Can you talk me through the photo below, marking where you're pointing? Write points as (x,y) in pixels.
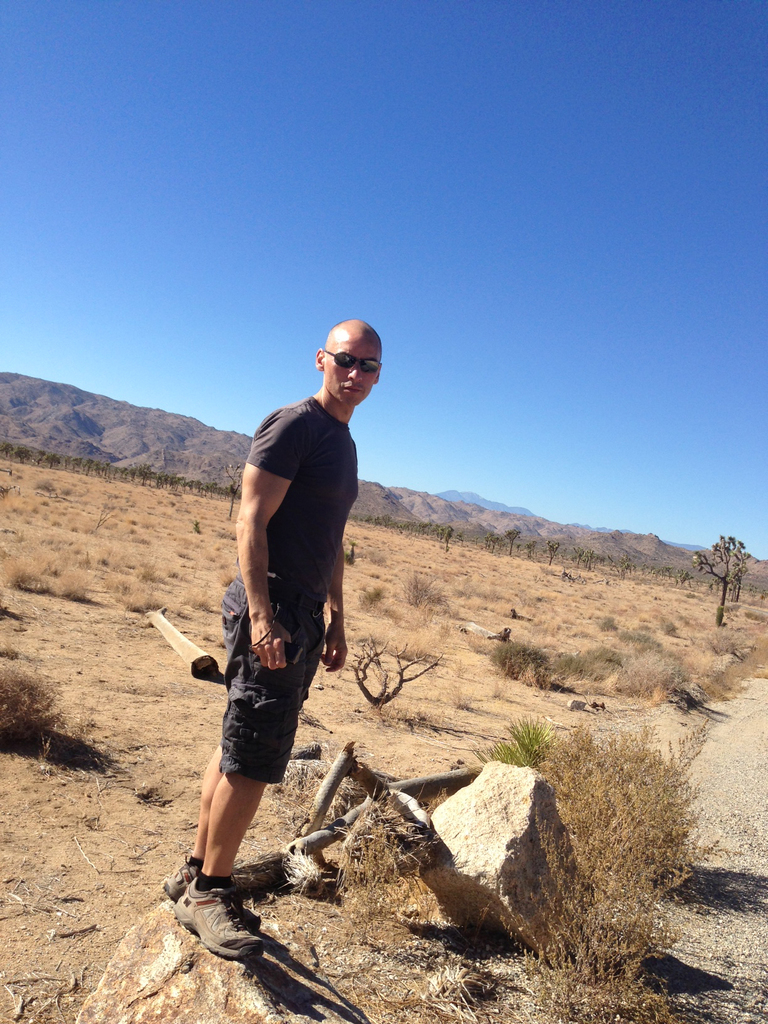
In this picture we can see a man (300,445) standing on the ground (93,902), rocks (467,787), trees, mountains (644,542) and in the background (428,230) we can see the sky (453,226).
